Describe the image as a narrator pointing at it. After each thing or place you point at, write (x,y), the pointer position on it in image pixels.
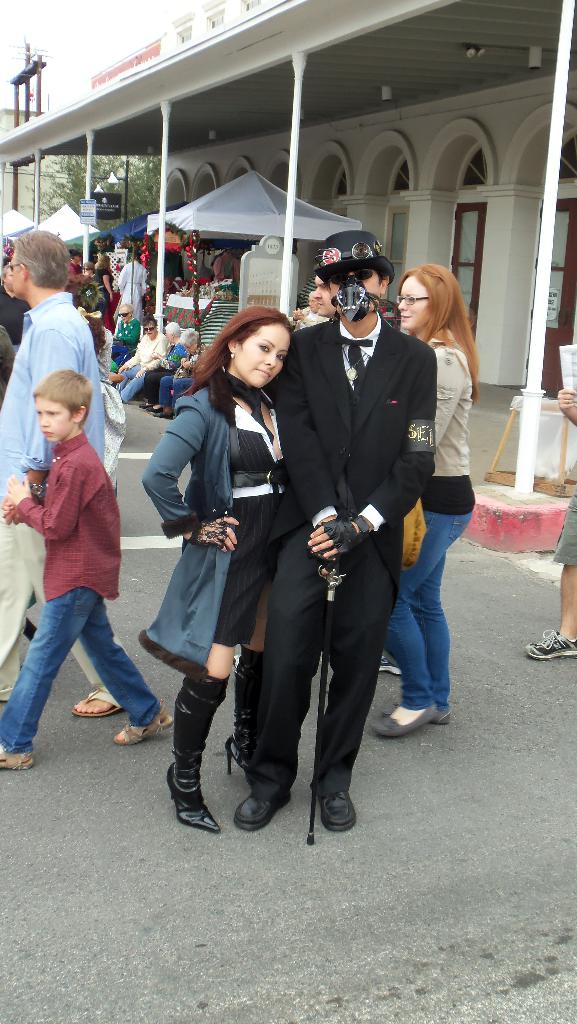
In this image we can see a group of people (321,493) standing on the ground (465,712). one person (394,562) is wearing mask (364,309) and hat (349,253) is holding a stick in his hand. On the left side of the image (172,376) we can see some persons (144,364) sitting. In the background (230,206), we can see some tents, objects (220,289) placed on the table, sign board (260,289) with some text (260,289), building (391,34) with poles (543,244), arches (346,171), trees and the sky (72,44).
